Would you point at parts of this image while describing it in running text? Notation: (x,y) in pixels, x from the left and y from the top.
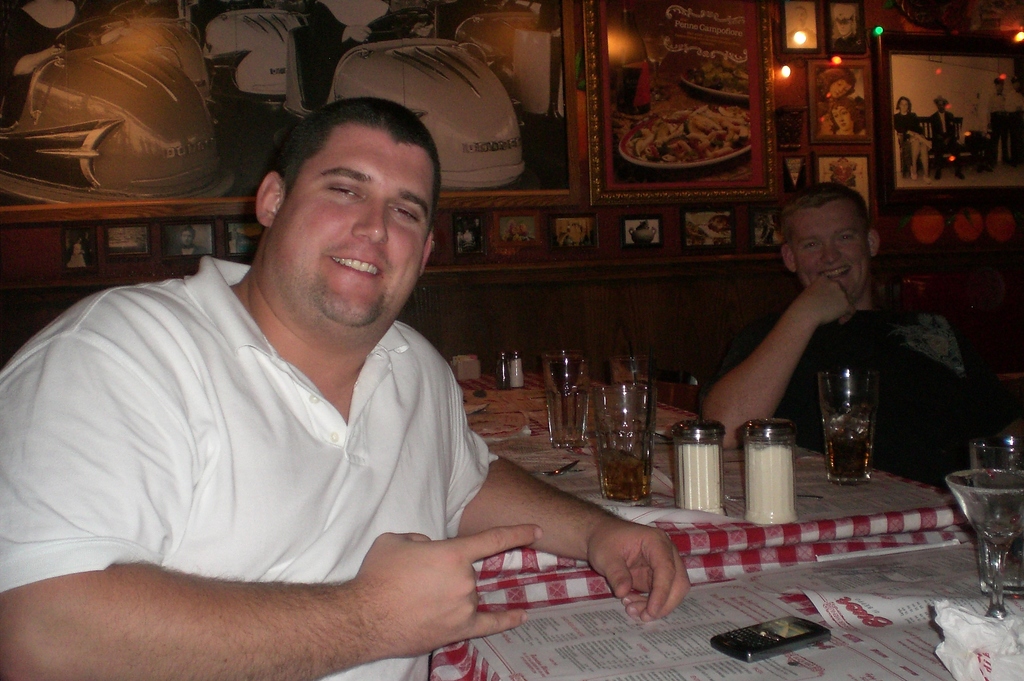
This is the picture of two people (842,280) sitting on the chair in front of the table (873,492) on which there are some jars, glasses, a phone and a menu card (756,594) and beside them there is a wall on which there are some frames (687,92) and some lights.
